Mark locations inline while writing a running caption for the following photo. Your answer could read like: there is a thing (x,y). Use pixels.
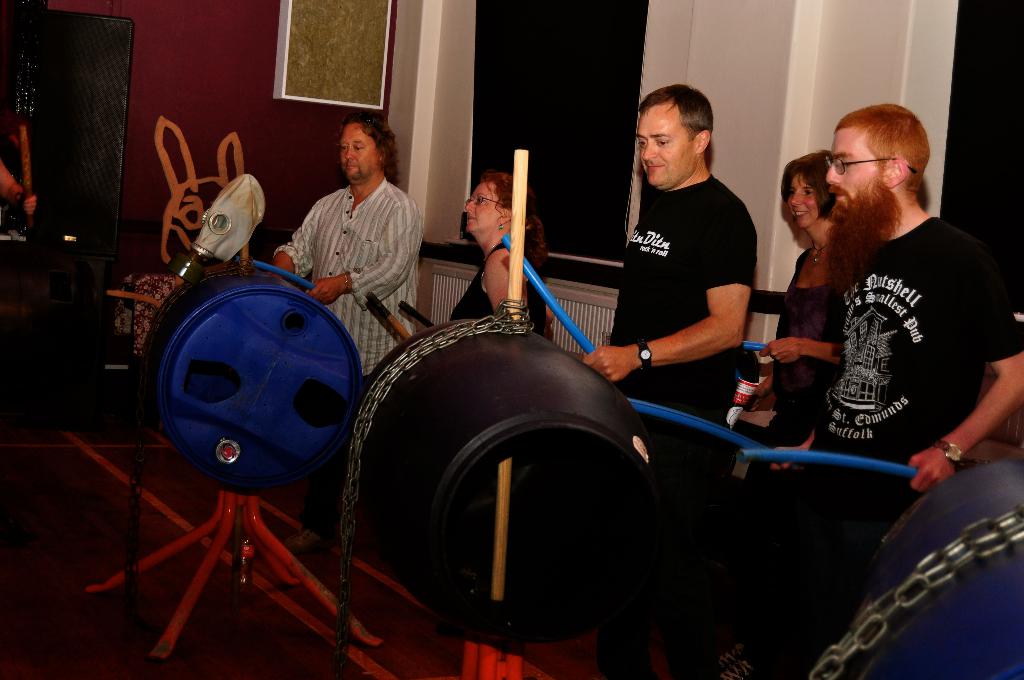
In this image I see few people (740,259) in which all of them are holding sticks (29,219) in their hands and I see that these both of them are smiling and I see few things (326,346) over here. In the background (150,225) I see the wall (732,152) which is of black, white and maroon in color and I see the path (21,461) and I can also see the chains (840,664) on these things (434,515).
